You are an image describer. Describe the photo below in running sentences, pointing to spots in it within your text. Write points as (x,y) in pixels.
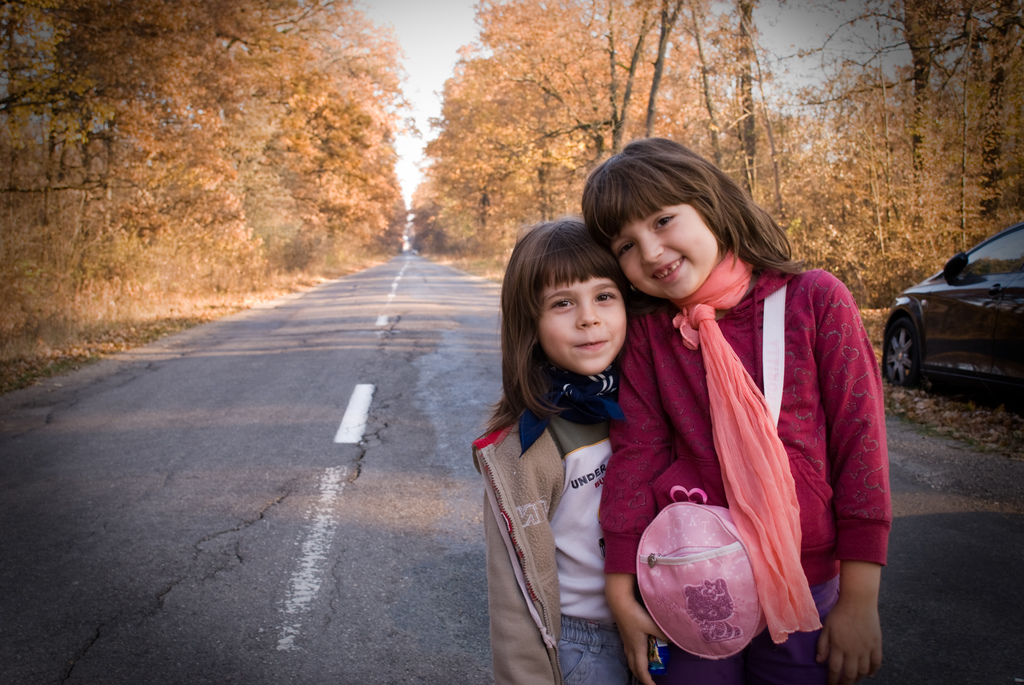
In this image there are two kids (570,429) standing one beside the other on the road (299,636). The girl (667,470) on the right side (729,474) is wearing the bag (699,596). On the right side (967,312) there is a car (978,324) on the ground (968,391). There are trees (228,121) on either side of the road (398,344). At the top (437,21) there is the sky (437,21).
